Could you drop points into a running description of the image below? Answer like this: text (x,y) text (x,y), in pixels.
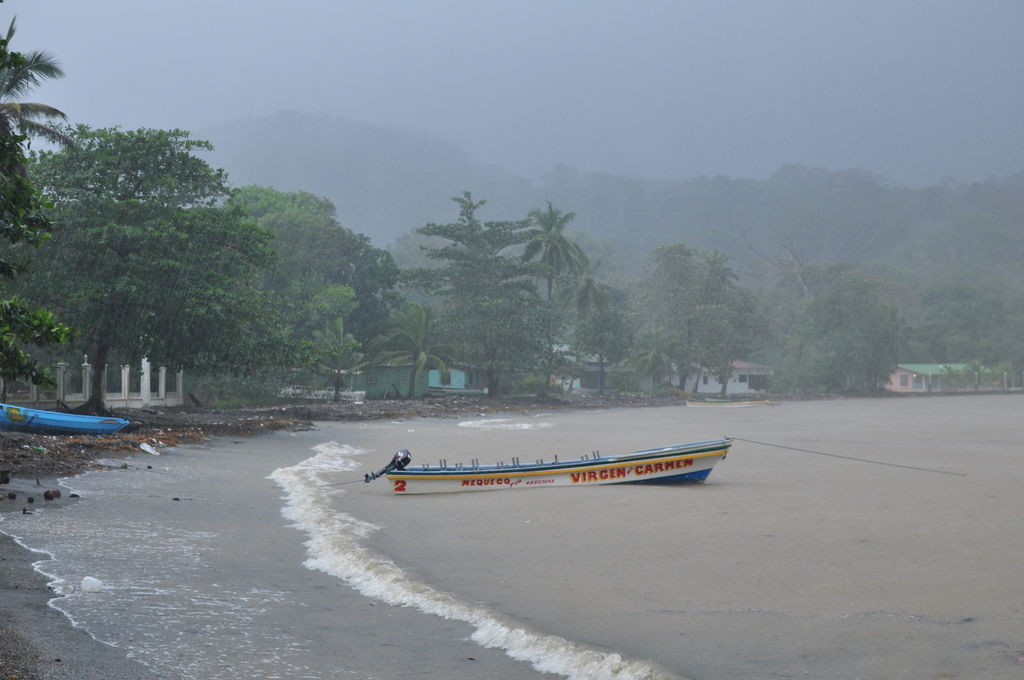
In this picture we can see boat (489,485) above the water (475,503). On the left side of the image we can see a boat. In the background of the image (638,381) we can see trees (67,171), houses (376,375) and sky (780,42).
